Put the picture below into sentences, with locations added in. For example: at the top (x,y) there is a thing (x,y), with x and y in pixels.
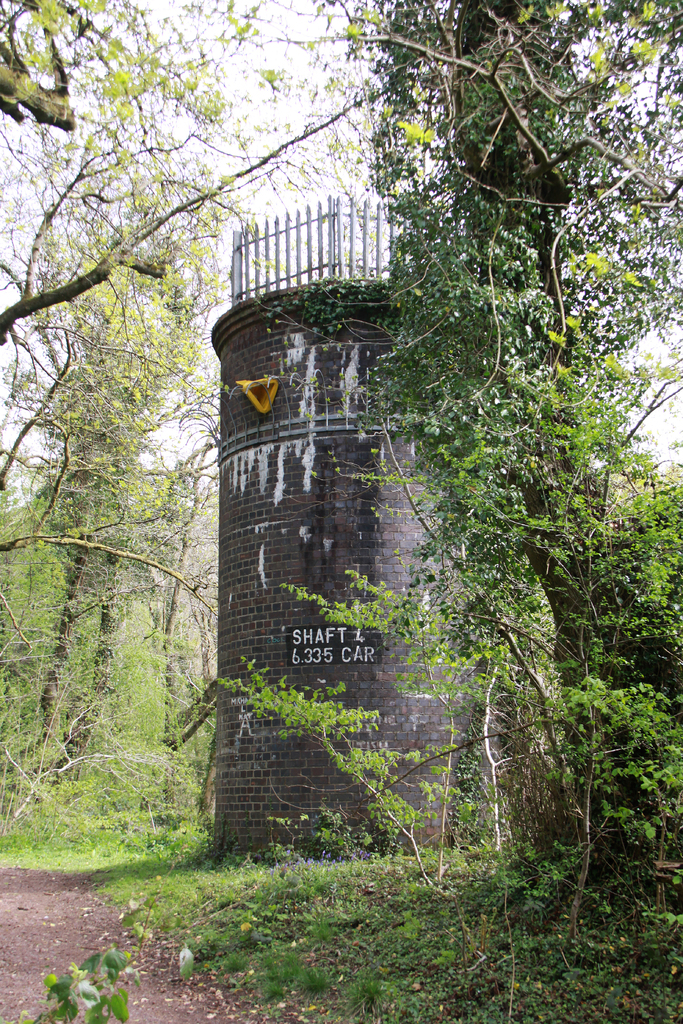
In this image there is mud road (41,885) at the bottom (4,925). There are trees (172,689) in the left (154,318) and right corner (464,210). There is a building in the foreground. And there is a sky (364,171) at the top (428,178).
